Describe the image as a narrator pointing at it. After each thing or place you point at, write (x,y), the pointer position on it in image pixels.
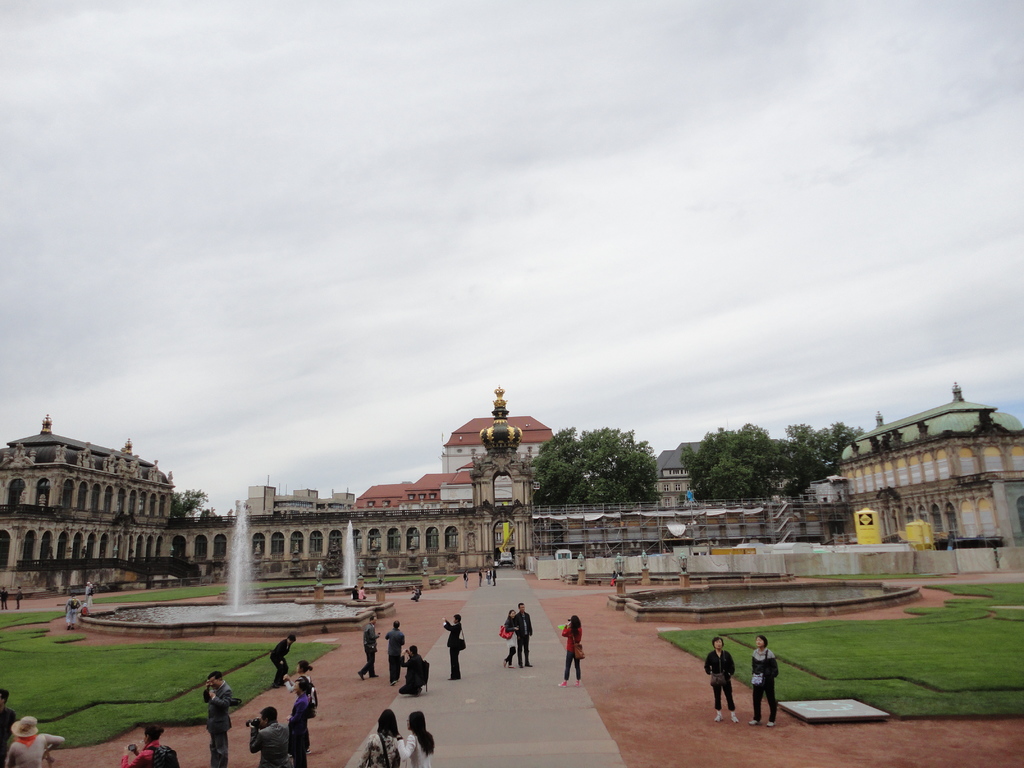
In the image in the center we can see few people (575,662) were standing and holding some objects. In the background (378,524) we can see the sky (658,409), clouds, trees (546,492), grass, buildings (306,557), sign boards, tents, water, wall (212,573), roof (379,501), fence (882,554), fountain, road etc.
